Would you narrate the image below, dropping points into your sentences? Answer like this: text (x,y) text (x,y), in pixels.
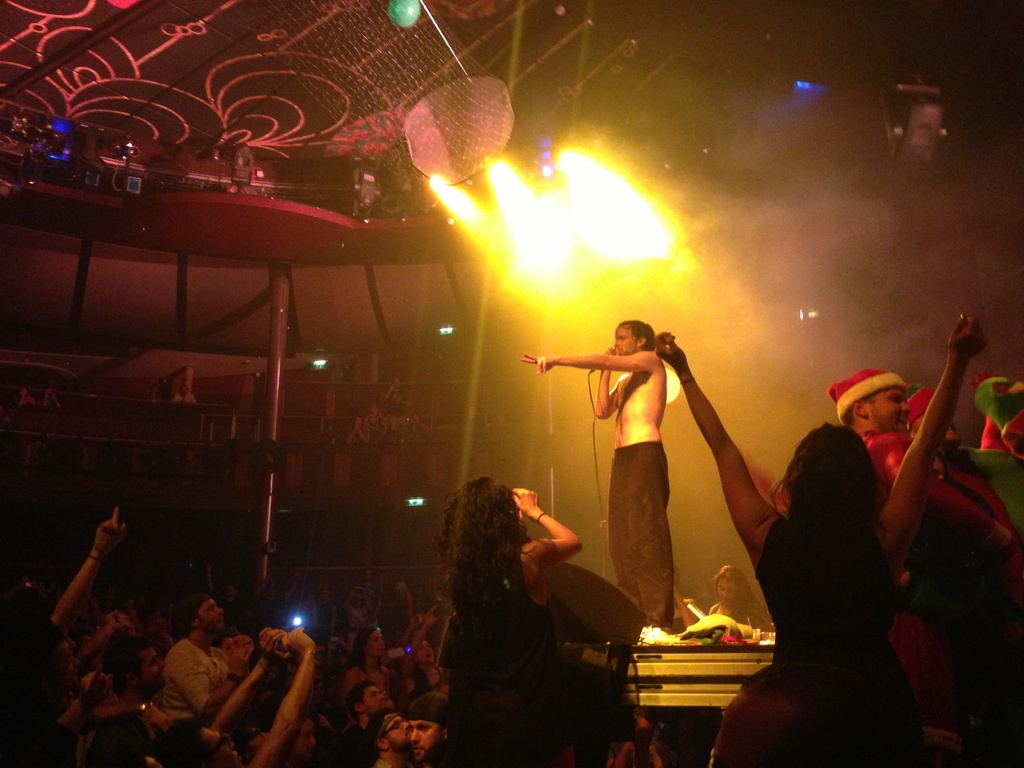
In this picture we can observe a person (617,446) standing on the stage (740,650), holding a mic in his hand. There are some people (262,669) standing on the floor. We can observe men (373,697) and women (532,677) in this picture. In the background (456,198) there are yellow color lights (615,237) and there is some smoke (784,337).
